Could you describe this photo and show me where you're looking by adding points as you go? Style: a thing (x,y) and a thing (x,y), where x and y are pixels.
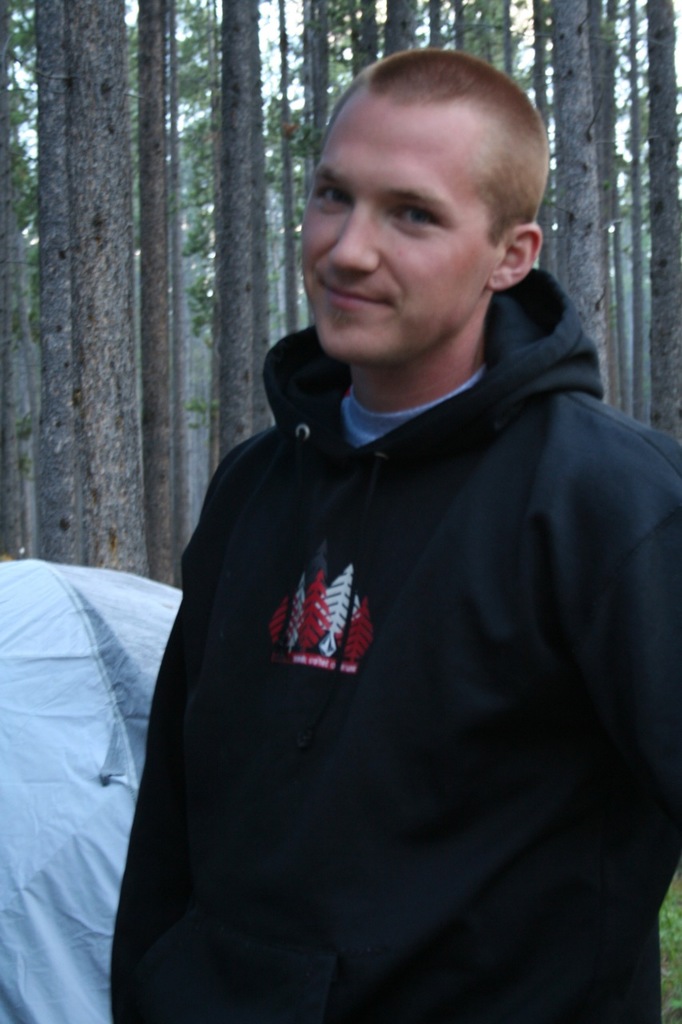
This image is taken outdoors. In the background (93,379) there are many trees (185,207) with leaves (192,233) and branches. There is a tent (46,738). On the right side of the image (546,510) there is a man (411,920) and he is standing.
